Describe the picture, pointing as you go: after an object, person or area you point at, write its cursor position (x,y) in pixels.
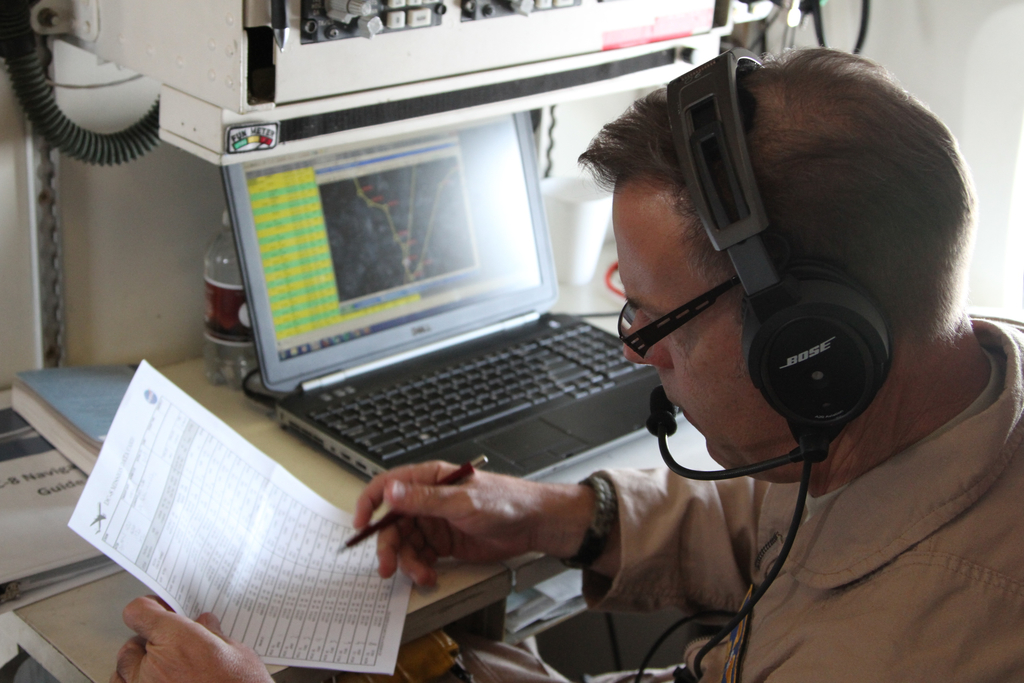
In the picture we can see a man (681,509) sitting near the table (98,665) holding a pen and a paper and he is wearing a headset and in front of him we can see the desk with a laptop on it which is opened and on the top of it we can see some machinery object (240,89) and beside the laptop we can see a water bottle (211,362) and a book (15,531).
